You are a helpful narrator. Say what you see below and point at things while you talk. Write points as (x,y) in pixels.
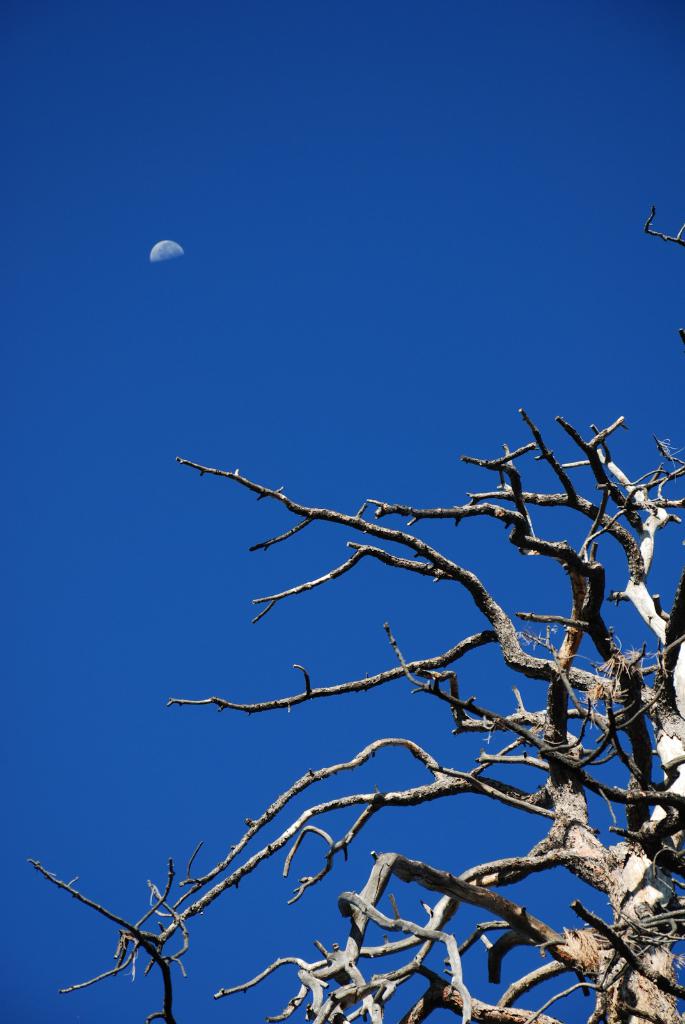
In this image at the bottom (438,787) we can see a bare tree (430,767). In the background (160,282) there is a moon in the sky (171,553).
